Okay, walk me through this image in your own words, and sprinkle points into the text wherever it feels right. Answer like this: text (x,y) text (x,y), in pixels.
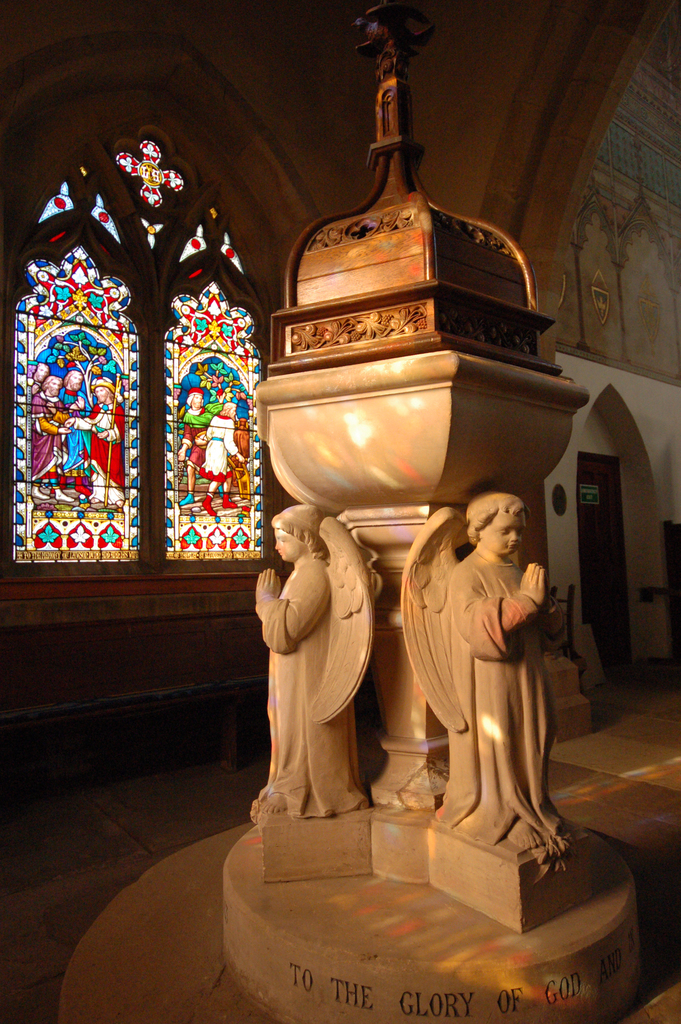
In this image, there is a sculpture (442,652) in front of the window (114,485).
